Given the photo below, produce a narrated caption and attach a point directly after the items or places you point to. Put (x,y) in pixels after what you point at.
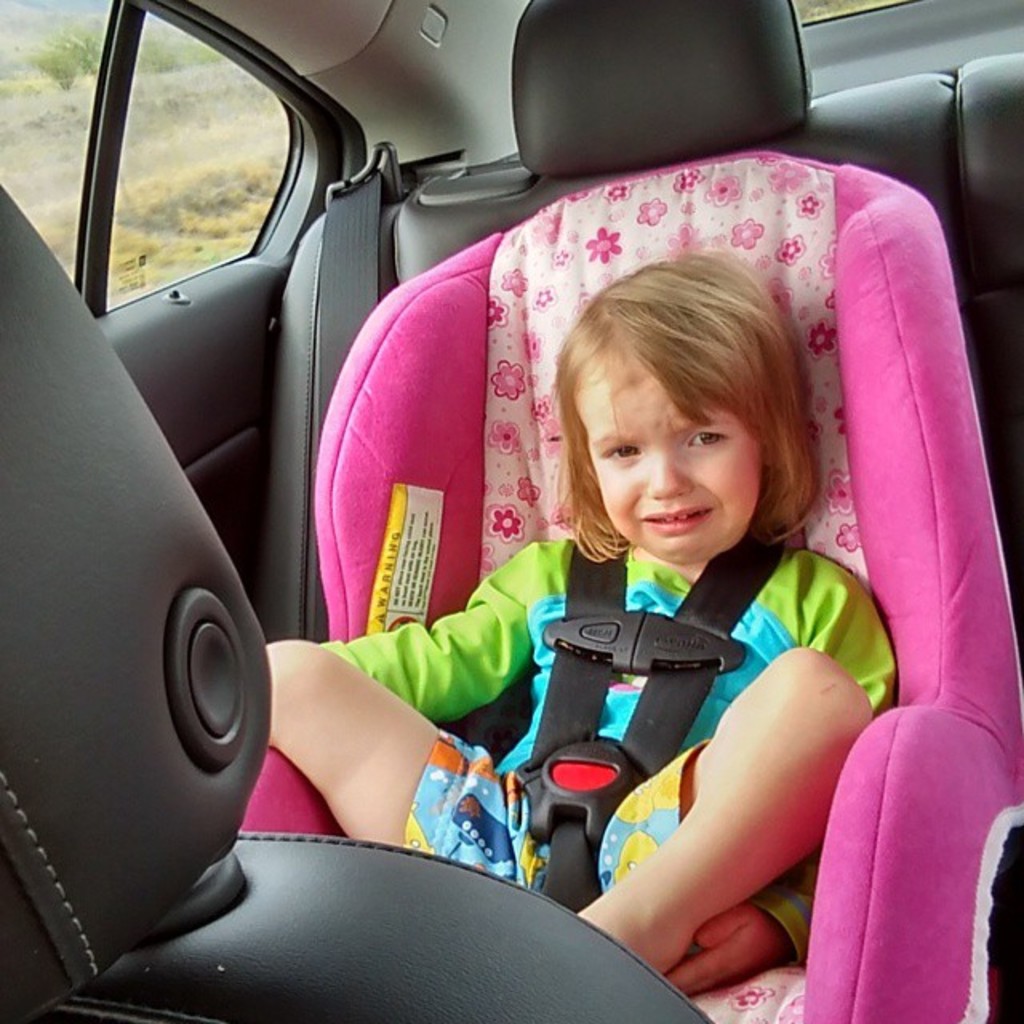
This picture describe about the inside view of a car (315,268) in which a small girl (581,442) is sitting on the toddler seat (765,572) and crying.
